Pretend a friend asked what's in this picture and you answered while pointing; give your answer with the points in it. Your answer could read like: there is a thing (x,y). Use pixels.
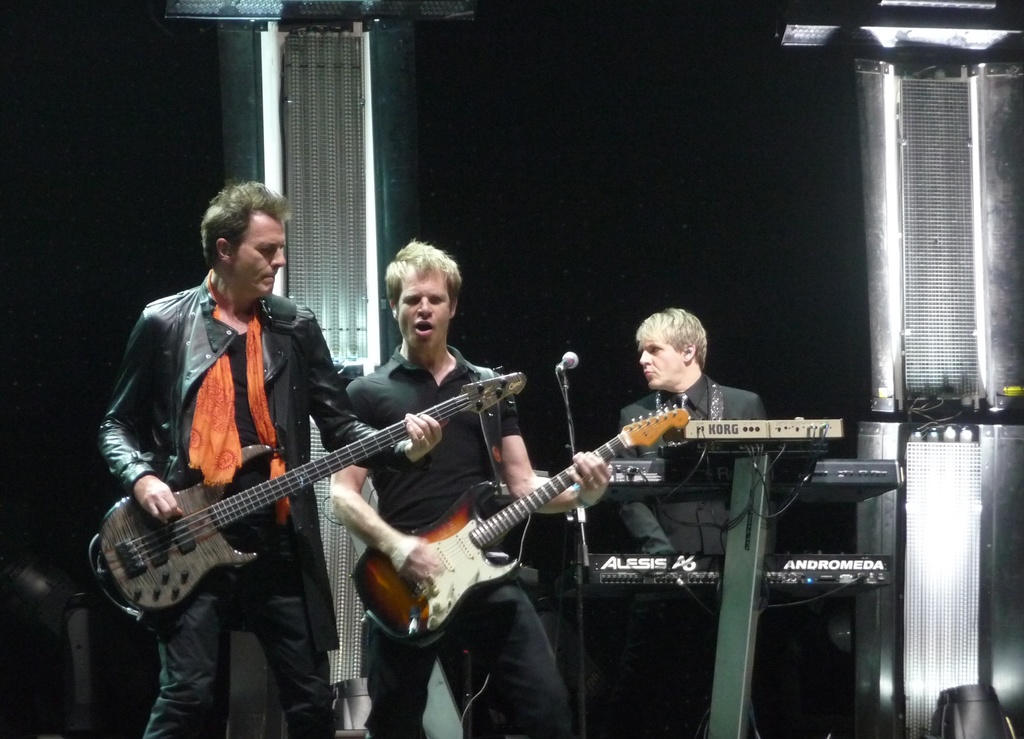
As we can see in the image, there this two people (283,422) are holding guitar (214,525) in their hands (426,542) and singing and the man (698,396) who is standing here is playing musical keyboard (699,585).
